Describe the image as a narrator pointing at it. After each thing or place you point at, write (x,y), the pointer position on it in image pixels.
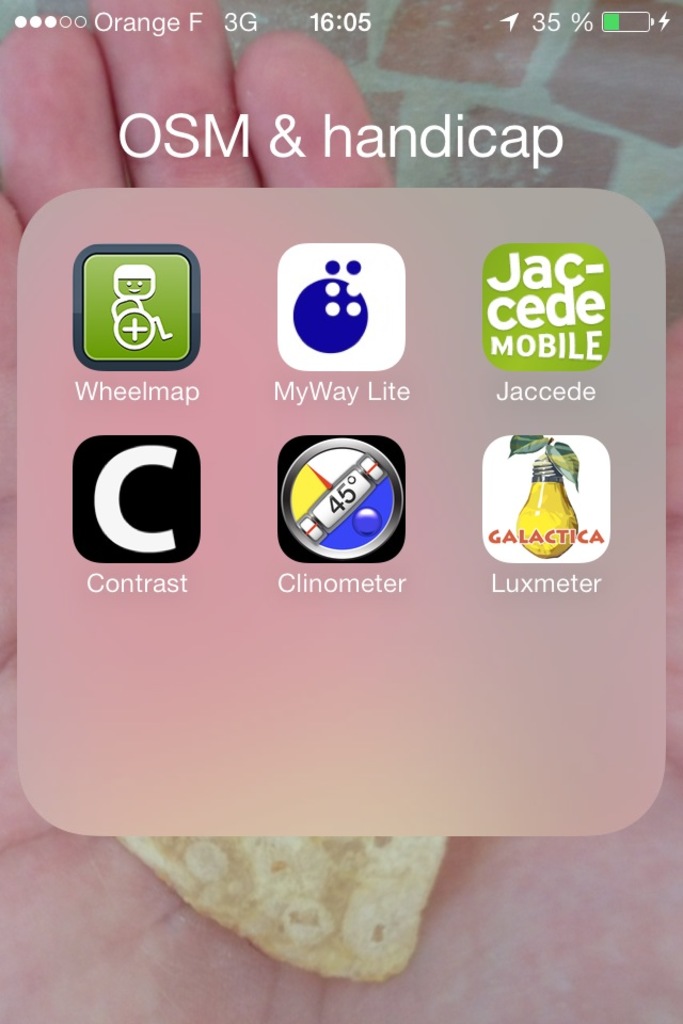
In this image I can see icons (349,528) and something written on the image. In the background (379,887) I can see some object (322,909) in a person's hand (251,129).
